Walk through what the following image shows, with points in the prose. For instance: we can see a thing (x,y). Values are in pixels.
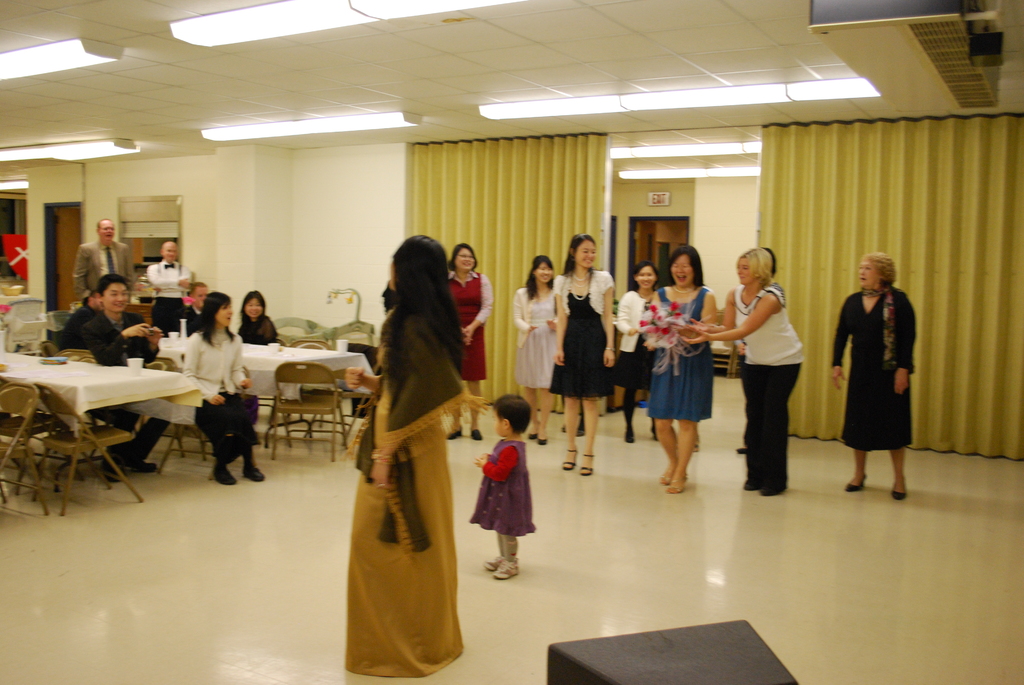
There are many people (577,363) standing. IN the center (509,427) a small girl (503,480) is standing. Also a woman (671,397) wearing a blue dress (679,379) is holding a flower bouquet (661,344). Also there are many tables (122,396) and chairs (303,387). On the chairs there are many people (111,333) sitting. On the ceiling (287,36) there are lights (514,112). In the background (502,190) there are curtains (870,203). Also there is an EXIT board (660,199) and a door (651,243).
